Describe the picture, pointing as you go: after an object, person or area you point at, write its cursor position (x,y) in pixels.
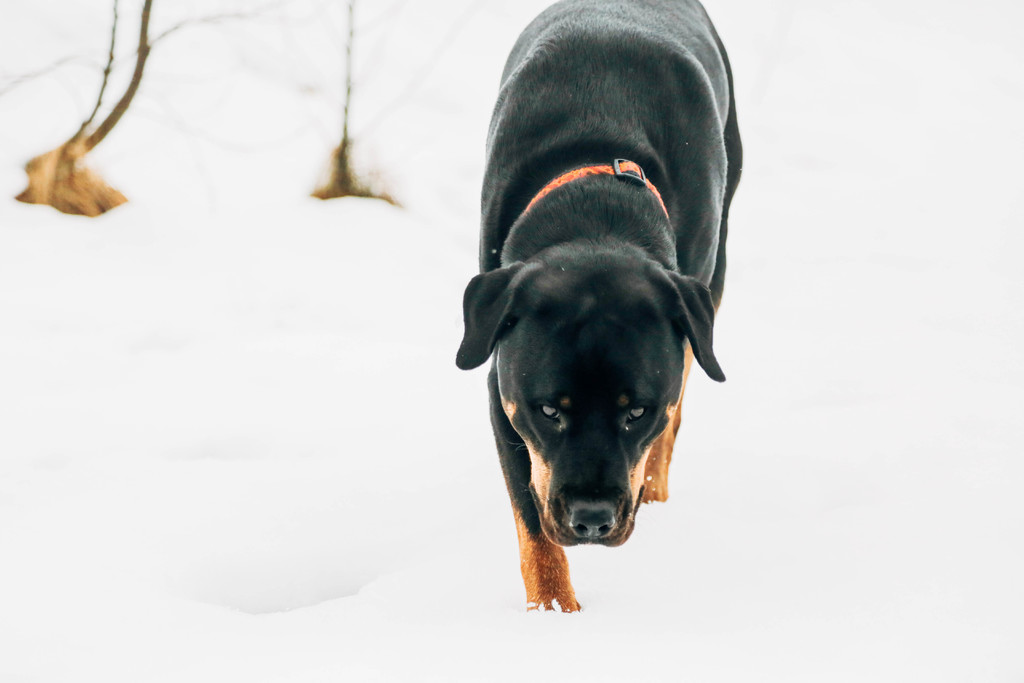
In this image we can see a black color dog (578,251) with belt (621,164) on the snow (419,420).
